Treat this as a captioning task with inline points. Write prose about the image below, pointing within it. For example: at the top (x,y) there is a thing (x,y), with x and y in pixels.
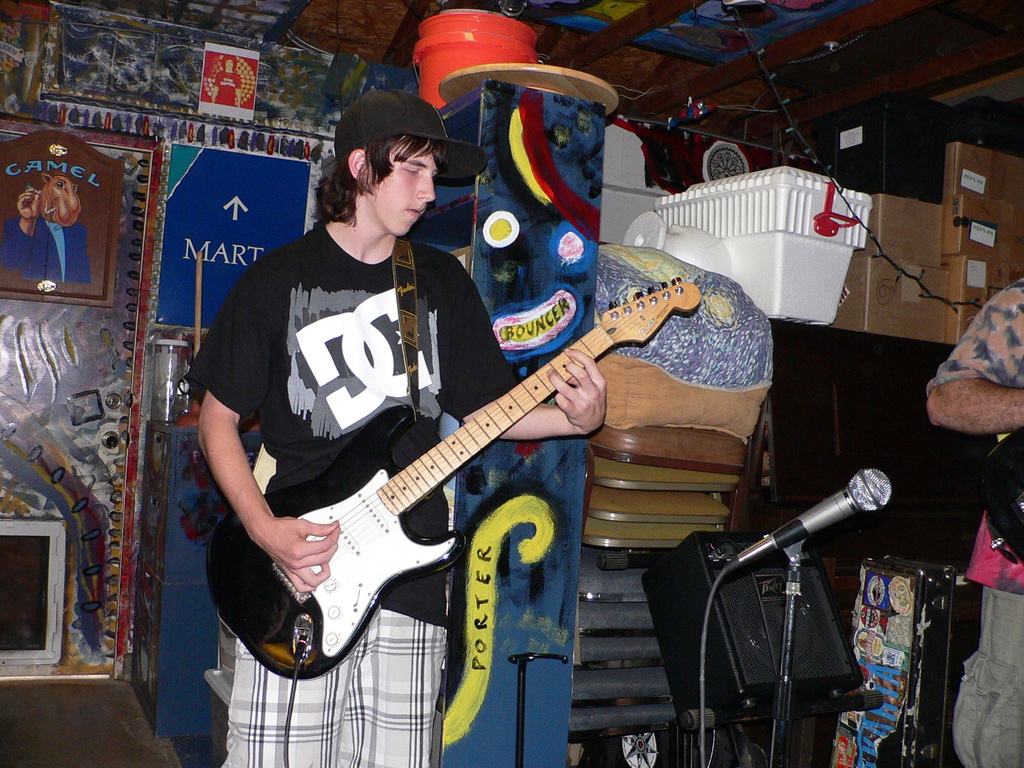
This man (275,407) wore black t-shirt (332,438), playing guitar (417,459) and wore cap (382,119). A posters (202,219) and board (91,206) on wall (123,59). This cupboard (530,152) is colorful. Above this cupboard (522,176) there is a bucket (503,52). On this cupboard (784,425) there is a container (808,272) and cardboard boxes (931,258). Beside this mic (811,518) there is a speaker (755,598). A person (1016,329) is standing and wore bag (1008,490).
